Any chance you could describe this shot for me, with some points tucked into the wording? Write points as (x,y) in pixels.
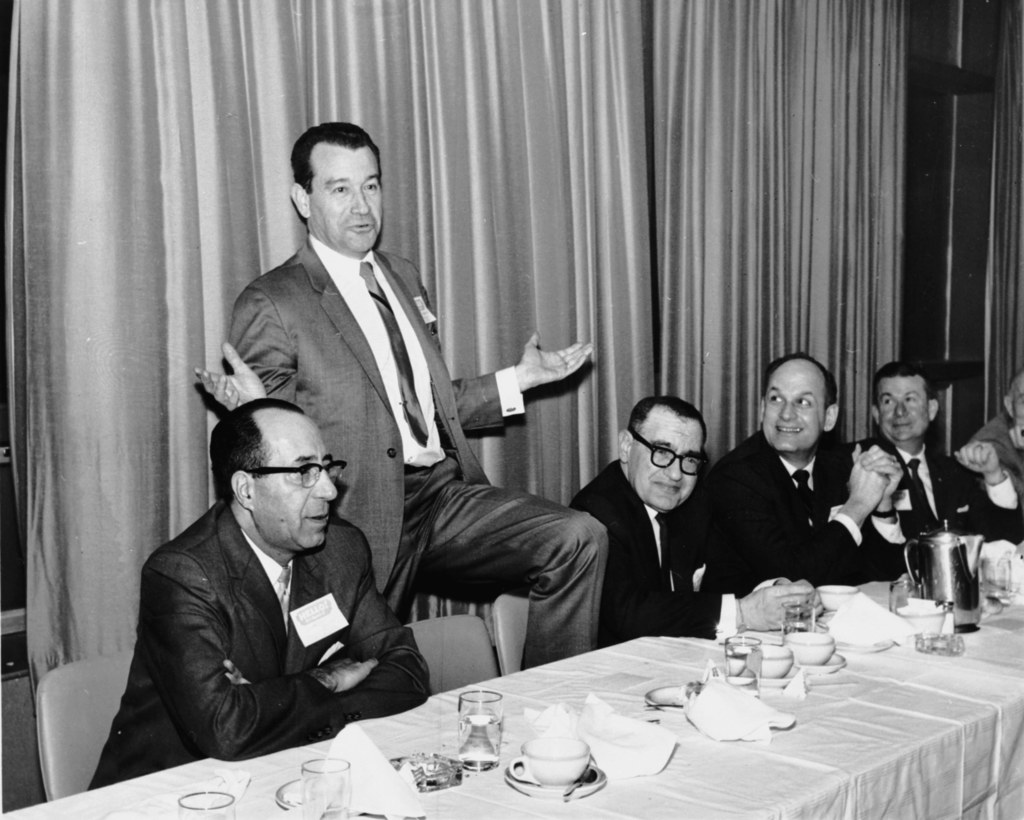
The person (352,334) who is standing has placed one of his leg (554,551) on a chair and there are group of persons (876,455) sitting beside him and there is a table (681,725) in front of them.
